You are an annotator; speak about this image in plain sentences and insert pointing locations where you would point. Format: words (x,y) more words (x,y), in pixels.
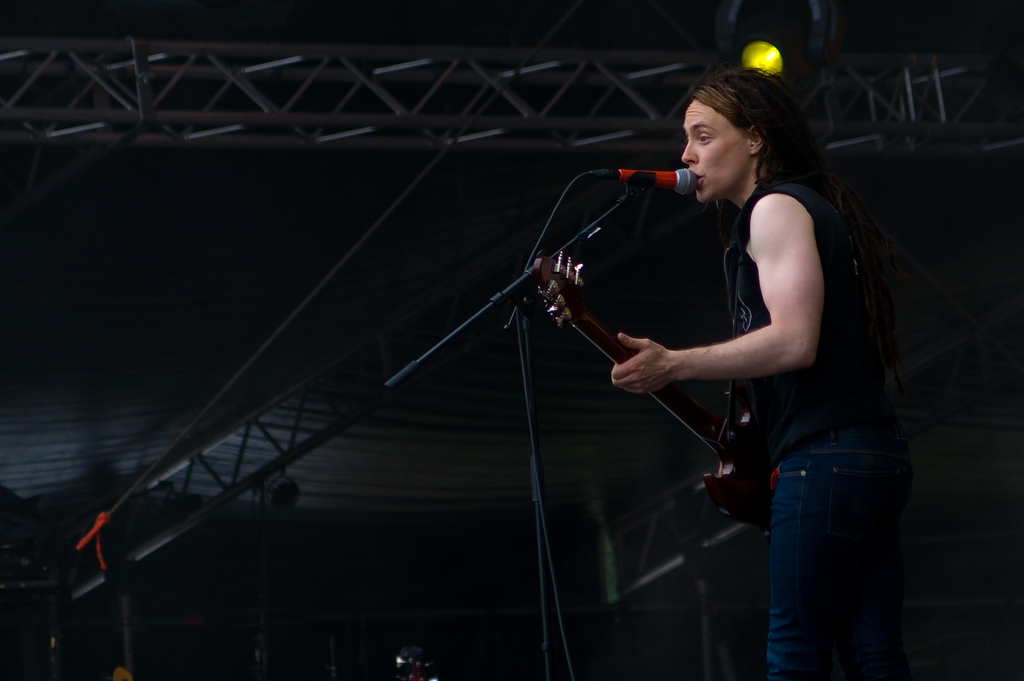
This picture shows a woman (809,265) singing in front of a microphone (691,188) and a stand (517,282), holding the guitar (612,350) in her hands (628,370). In the background (761,60) there is a light (754,60).
